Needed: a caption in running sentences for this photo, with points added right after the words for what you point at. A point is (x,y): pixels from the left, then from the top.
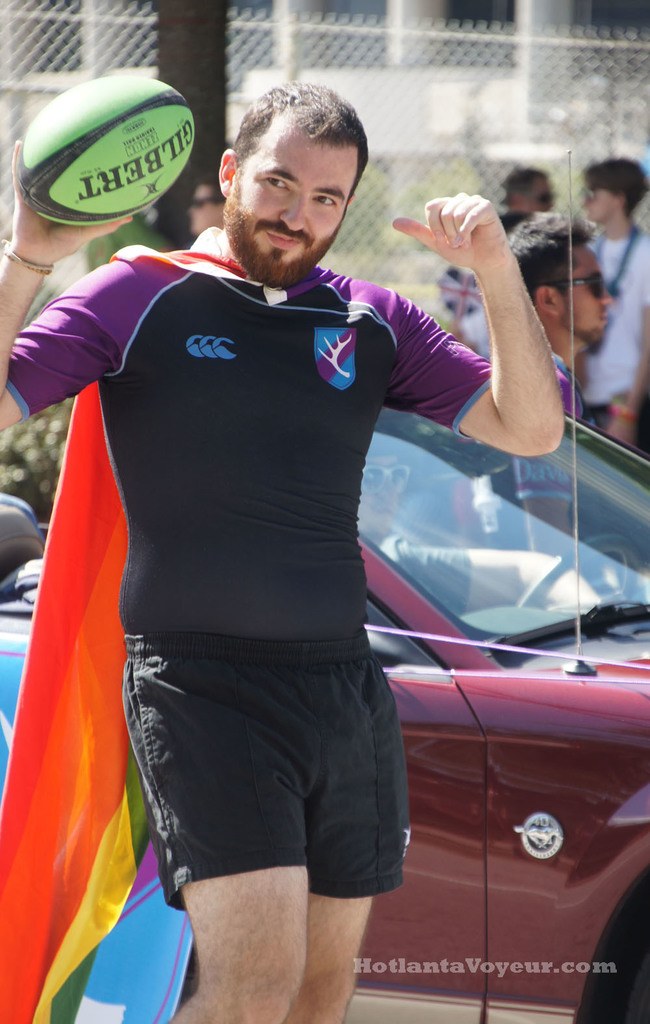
There is a man (548,431) standing and holding a ball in his hand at the background (599,295) there is a car (592,431), group of people (588,405) and a tree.
